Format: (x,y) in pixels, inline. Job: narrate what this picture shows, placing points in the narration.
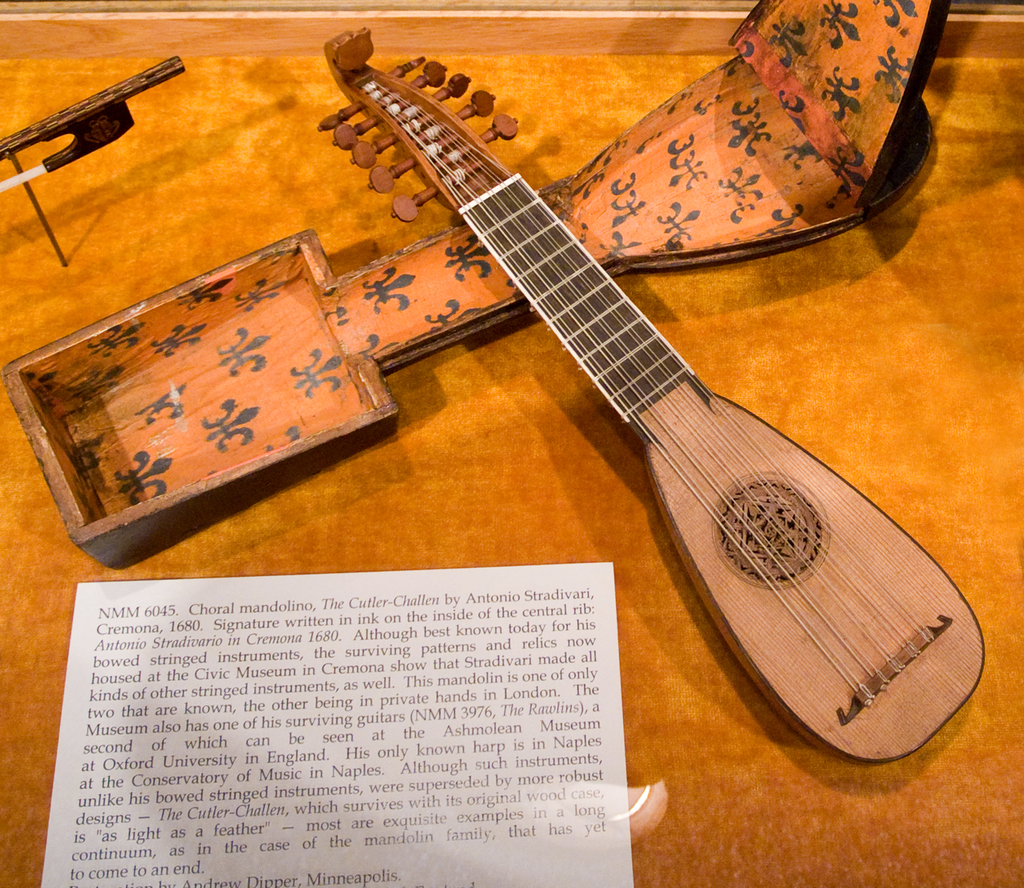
In this picture we can see a paper (179,596) and a mandolin (450,198) with its cover (412,244) on the cloth (306,202).
